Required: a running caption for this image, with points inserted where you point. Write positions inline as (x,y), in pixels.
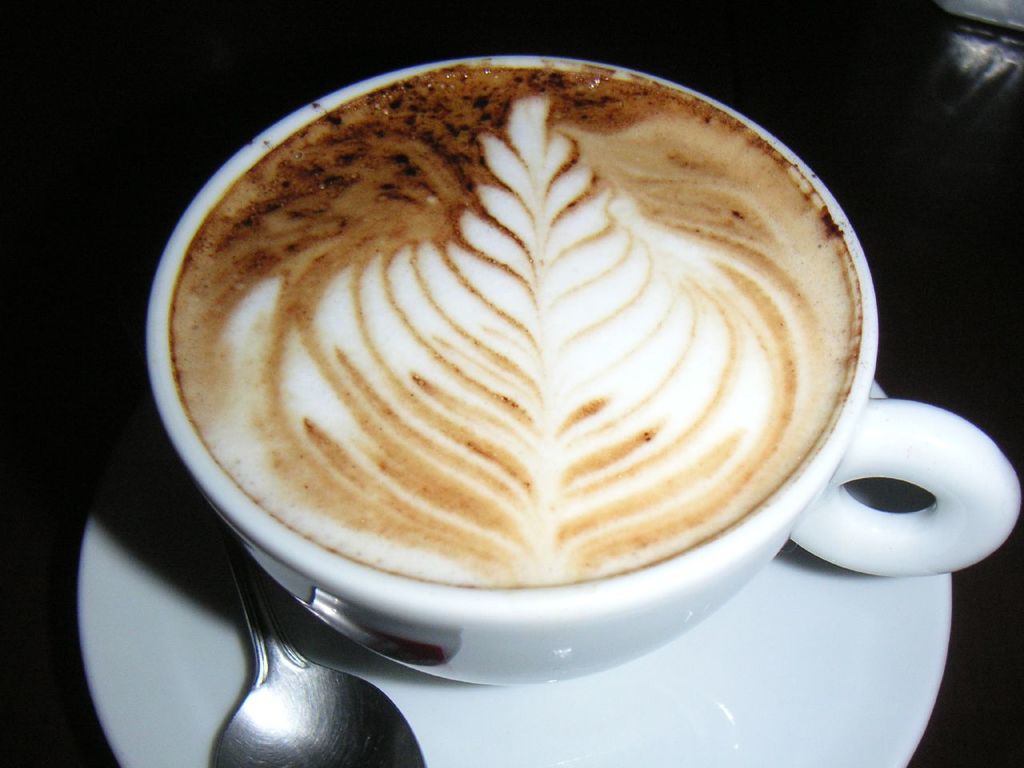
Here we can see a coffee cup (879,464), saucer (574,722), and a spoon (341,707). There is a dark background (59,78).
